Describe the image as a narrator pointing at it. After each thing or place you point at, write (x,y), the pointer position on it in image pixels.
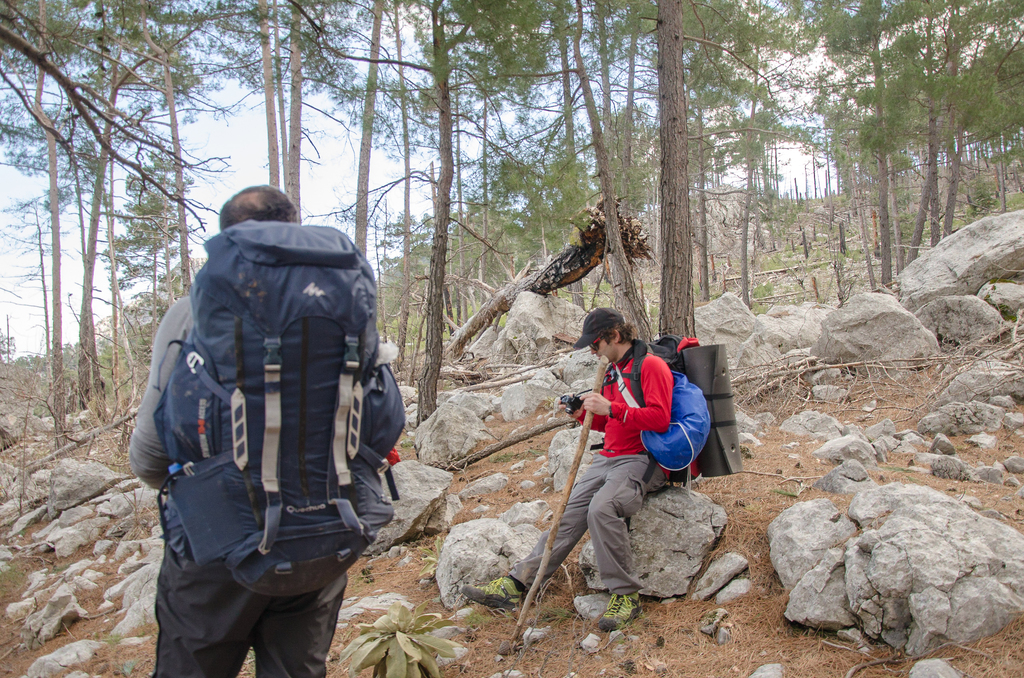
In this picture I can see there are two people (594,478) here and there are rocks (485,479), trees (65,382) and the sky (234,183) is white.
